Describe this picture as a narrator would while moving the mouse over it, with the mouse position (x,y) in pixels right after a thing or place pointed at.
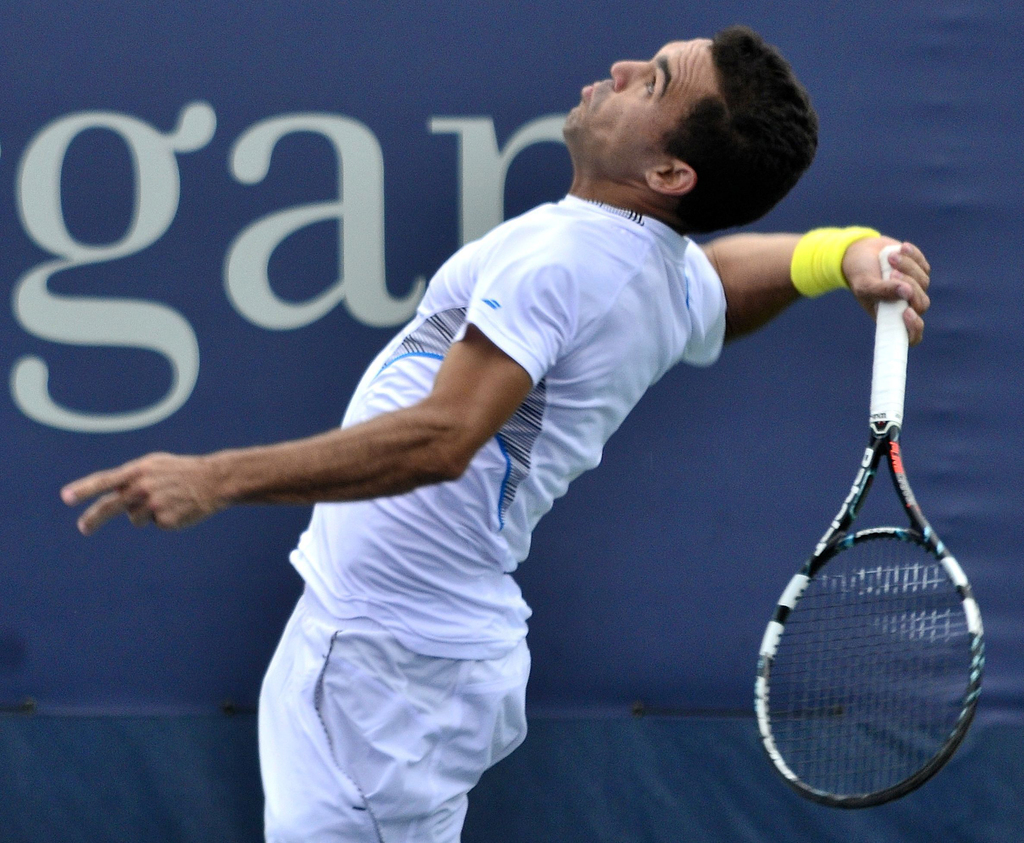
In this picture we can see a man (789,94) who is holding a racket (918,612) with his hand (871,283). And this is banner (165,175).
